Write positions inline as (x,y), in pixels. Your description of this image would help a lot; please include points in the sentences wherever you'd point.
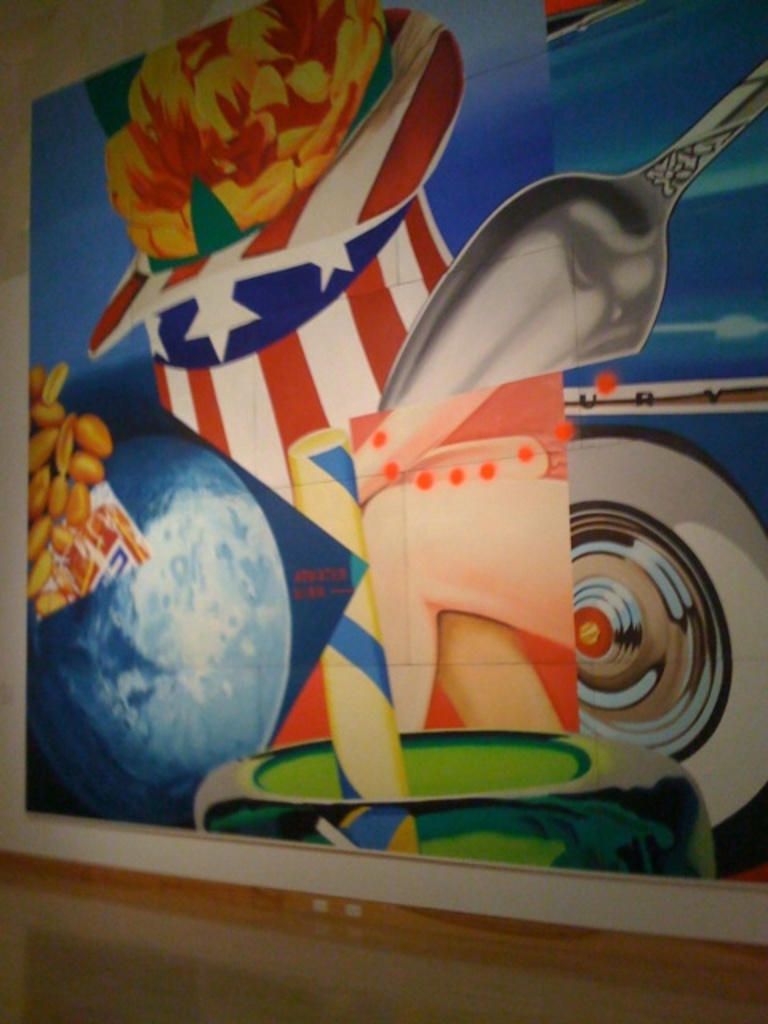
In this image we can see paintings (428,322) on a board (336,286) on the wall (55,45) and at the bottom (355,934) we can see the floor (332,991).
